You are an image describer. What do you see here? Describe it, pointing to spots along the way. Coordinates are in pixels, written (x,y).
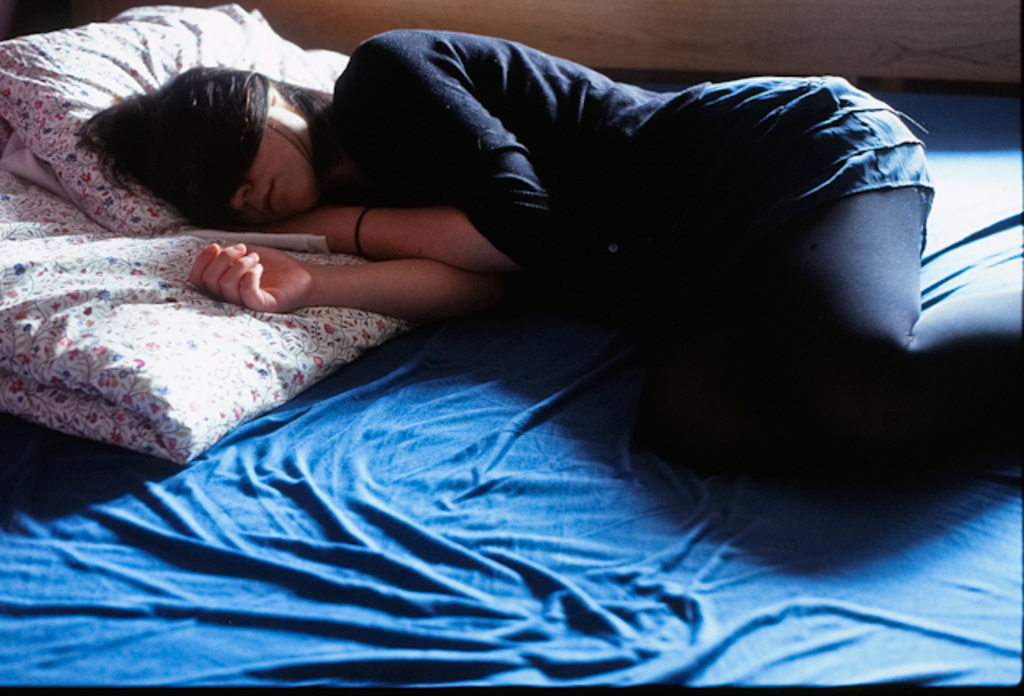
There is a lady (690,217) wearing black dress (546,213) is lying on the bed (514,504). There is a floral design bed sheet (111,324) and pillow (65,126). and the bed (518,604) is having a blue color bed sheet (573,529).
